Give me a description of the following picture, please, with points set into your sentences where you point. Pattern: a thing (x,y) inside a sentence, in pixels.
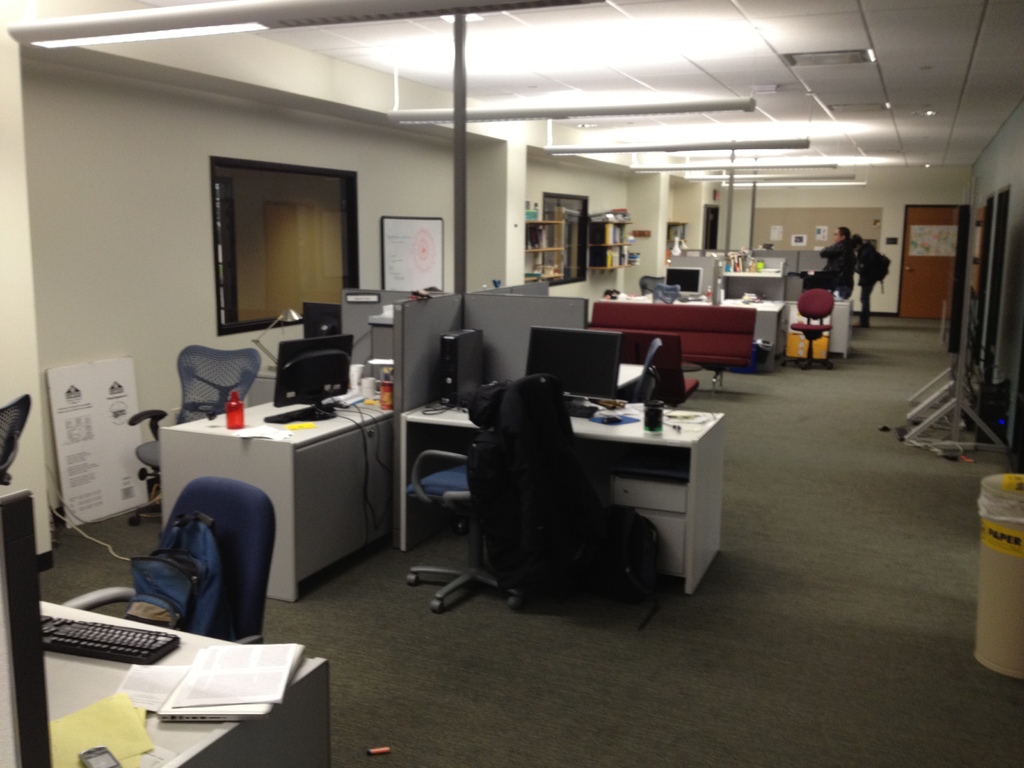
There are two persons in a room (616,462). There is a table (590,426). There is a CPU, monitor (611,380), keyboard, paper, glass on a table (630,365). We can see the background (409,230) there is a pillar (662,232), name board (645,232).
